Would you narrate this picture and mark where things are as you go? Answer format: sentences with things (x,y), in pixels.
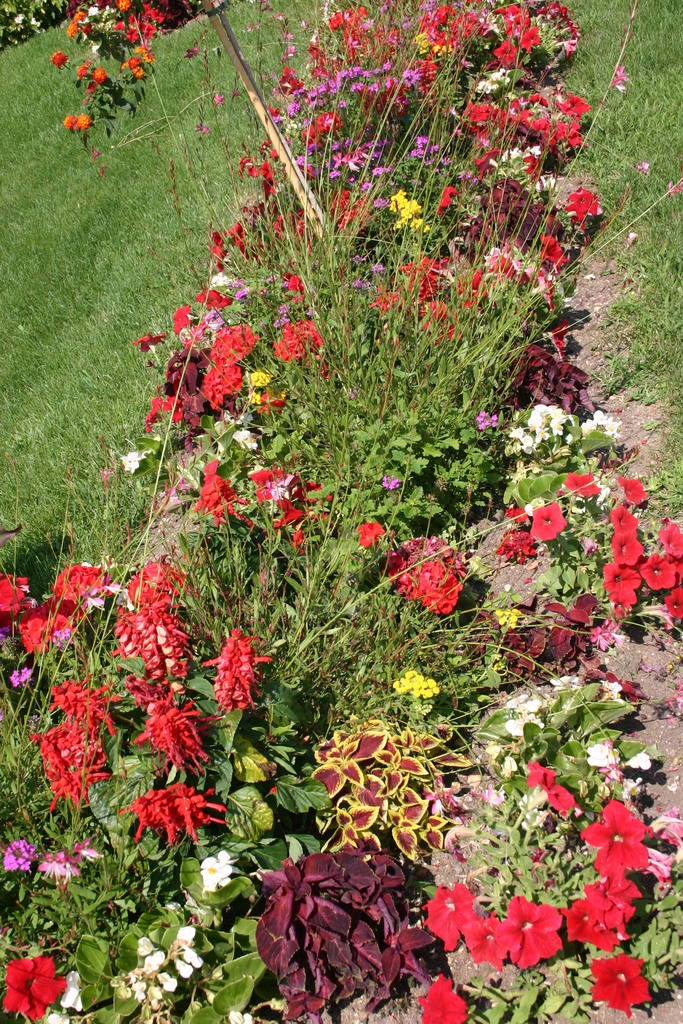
In the image there are flower plants (389,601) in the middle (419,410) with either side grassland (76,544).
